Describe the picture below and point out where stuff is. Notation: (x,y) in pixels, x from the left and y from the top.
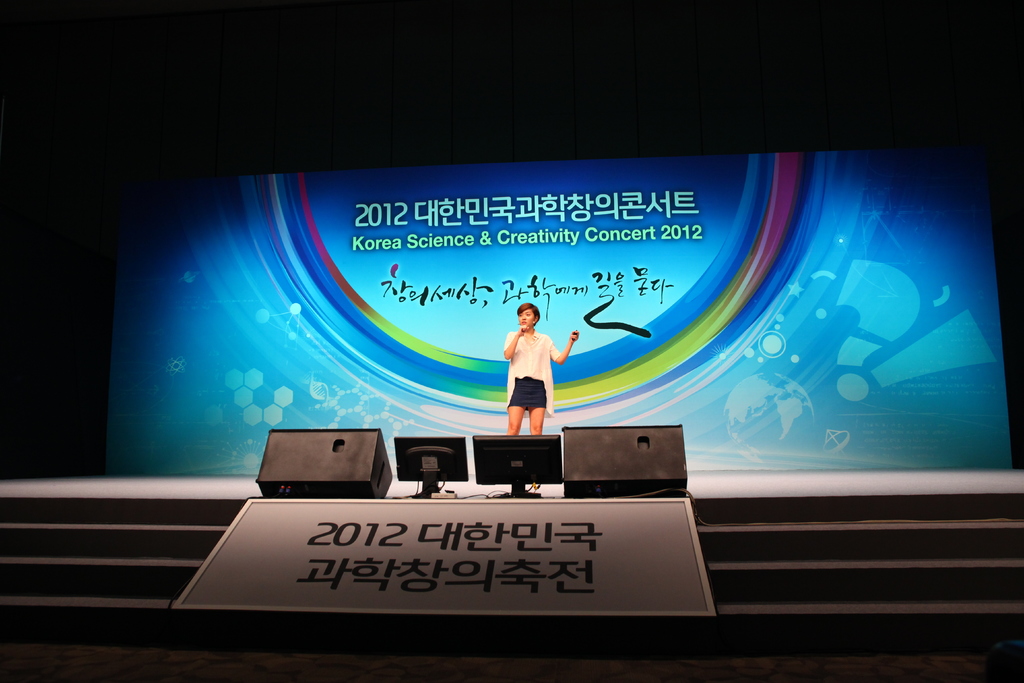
In the picture we can see a woman (517,415) wearing white and black color dress (521,397) standing on stage (718,478), there are sound boxes (280,484), screens (432,464) and in the background of the picture (546,245) there is blue color screen (323,263) on which some words (504,283) written.
